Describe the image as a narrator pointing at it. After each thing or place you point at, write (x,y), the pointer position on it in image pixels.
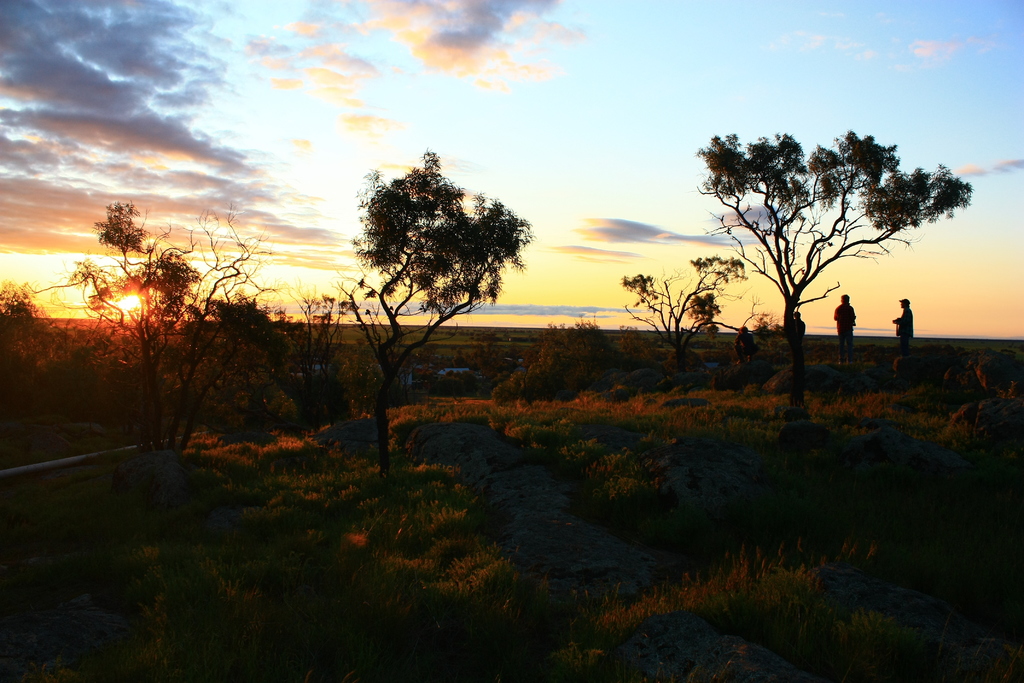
In this image we can see some people (744,340) standing on the stones (903,440). We can also see grass (314,609), some trees (387,389), the sun (134,303) and the sky (225,148) which looks cloudy.
